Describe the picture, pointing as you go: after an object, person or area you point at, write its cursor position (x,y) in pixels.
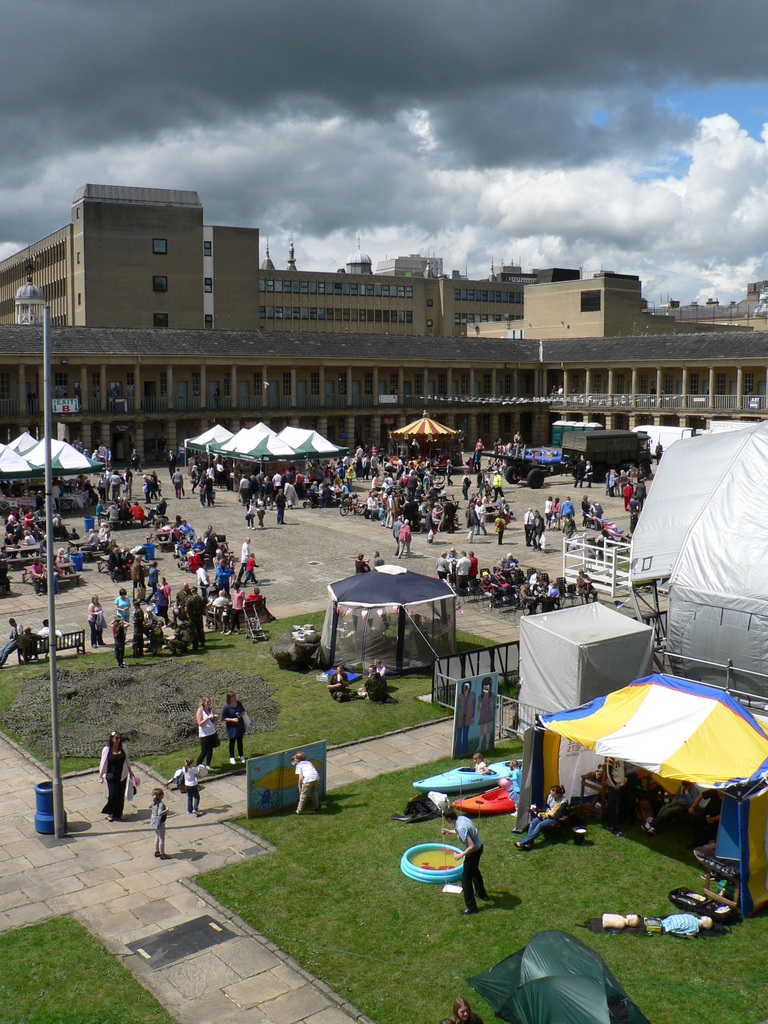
In this image we can see group of people (498,575) standing on the ground (398,705). One person (472,841) is holding a stick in his hand (443,834). To the left side of the image (45,632) we can see a person (47,641) sitting on a bench (47,641), a trash bin (48,805). To the right side of the image (693,746) we can see group of sheds (652,532), two boats (496,809) placed on ground (501,820), metal barricades (478,667). In the background (626,452), we can see a vehicle (606,447) parked on ground (579,500), a building (460,412) with windows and pillars (713,382) and the cloudy sky (503,160).
